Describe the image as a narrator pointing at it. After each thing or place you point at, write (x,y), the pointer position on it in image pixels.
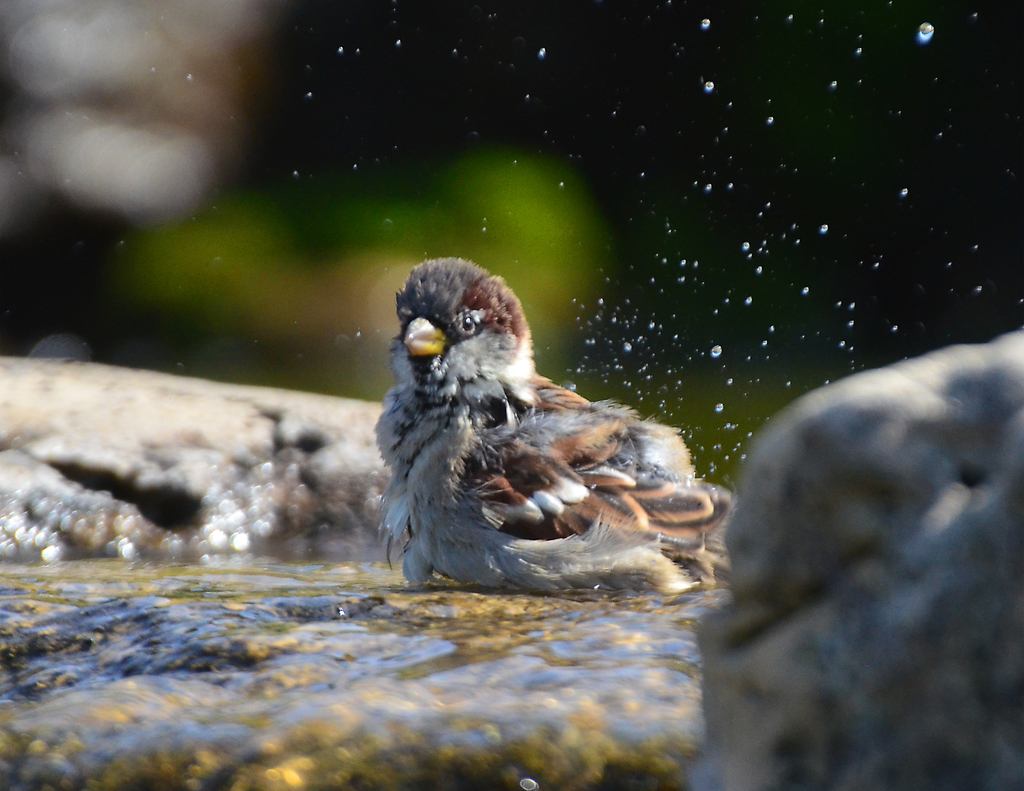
In this image I can see a brown and white colour bird (515,466). I can also see this image is blurry from background (788,151).
